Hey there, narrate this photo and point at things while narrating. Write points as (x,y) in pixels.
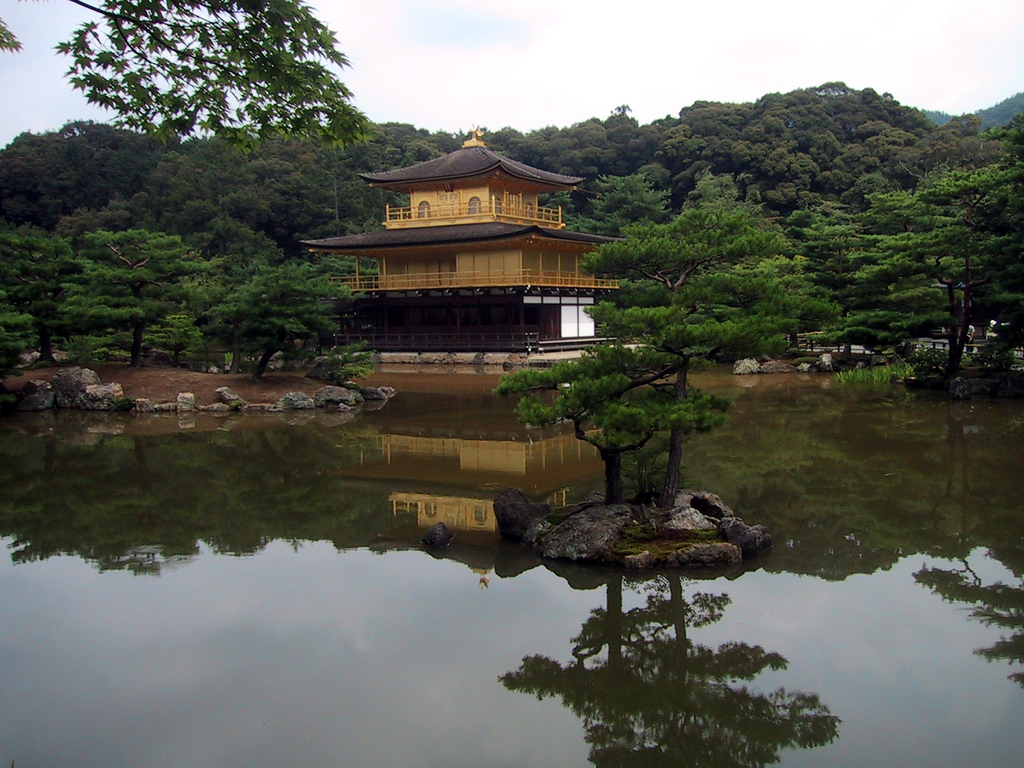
In this image we can see a building (459,269), few trees (521,371), water (18,419) and the sky (557,84) in the background (600,149).
